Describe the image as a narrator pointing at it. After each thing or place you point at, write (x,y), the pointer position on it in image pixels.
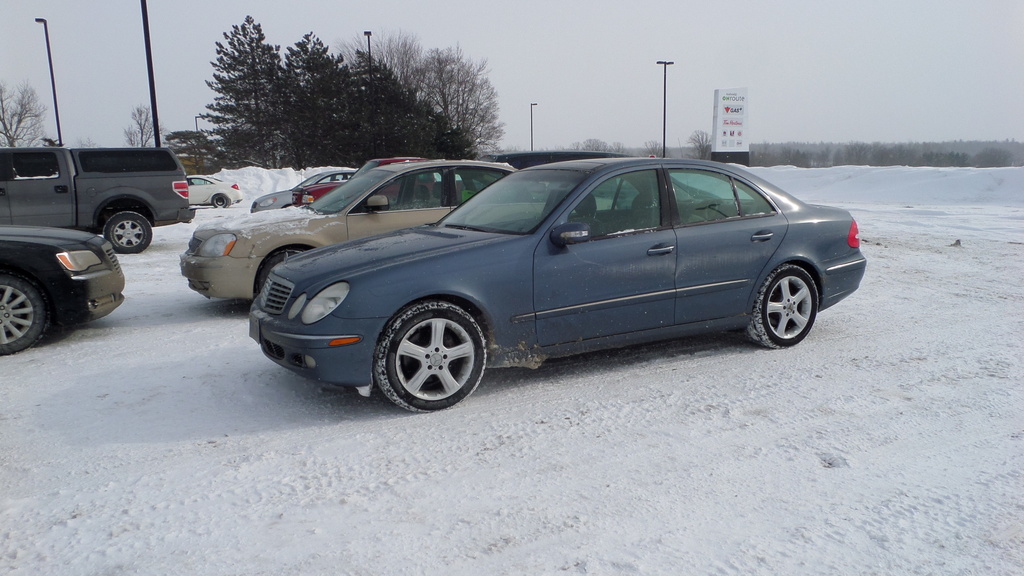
In this image I can see the vehicles (259,257) which are in different color. These are on the snow (614,381). In the background (293,132) I can see the poles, many trees (453,155), boards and the sky (710,96).
